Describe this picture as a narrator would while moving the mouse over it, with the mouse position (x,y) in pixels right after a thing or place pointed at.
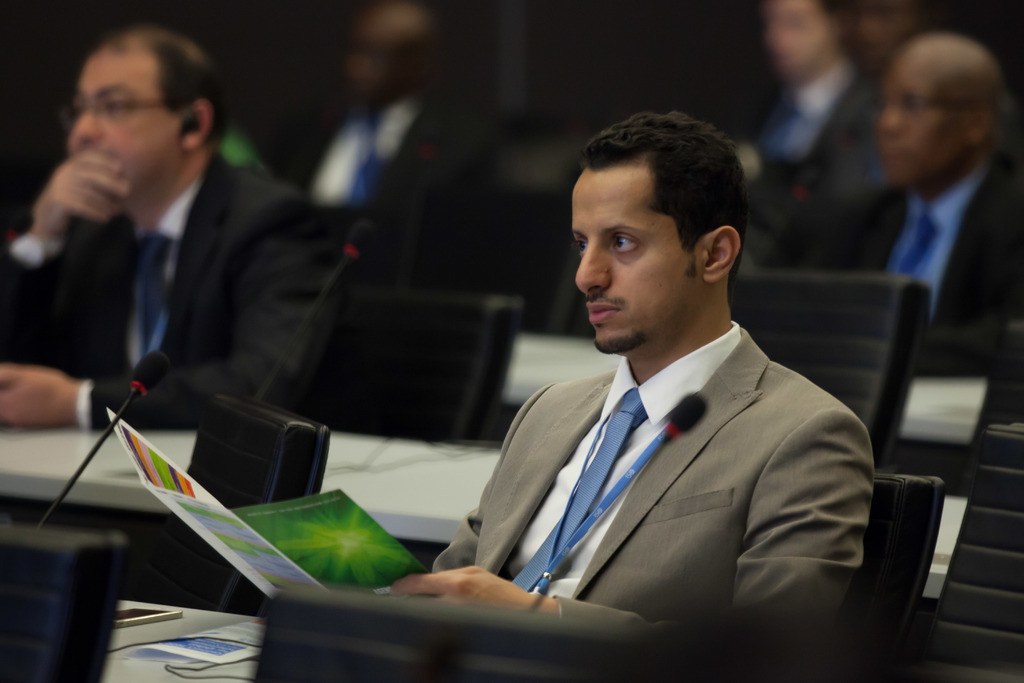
In this image in front (551,533) there is a person (598,528) sitting on the chair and he is holding the brochure (285,510). In front of him there is a mike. Beside him there is a chair (174,540). There is a table (139,607). On top of it there is a mobile (124,626) and a paper (247,642). Behind him there are a people (168,164) sitting on the chairs (832,380). There are tables (461,490). On top of it there are mike's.
